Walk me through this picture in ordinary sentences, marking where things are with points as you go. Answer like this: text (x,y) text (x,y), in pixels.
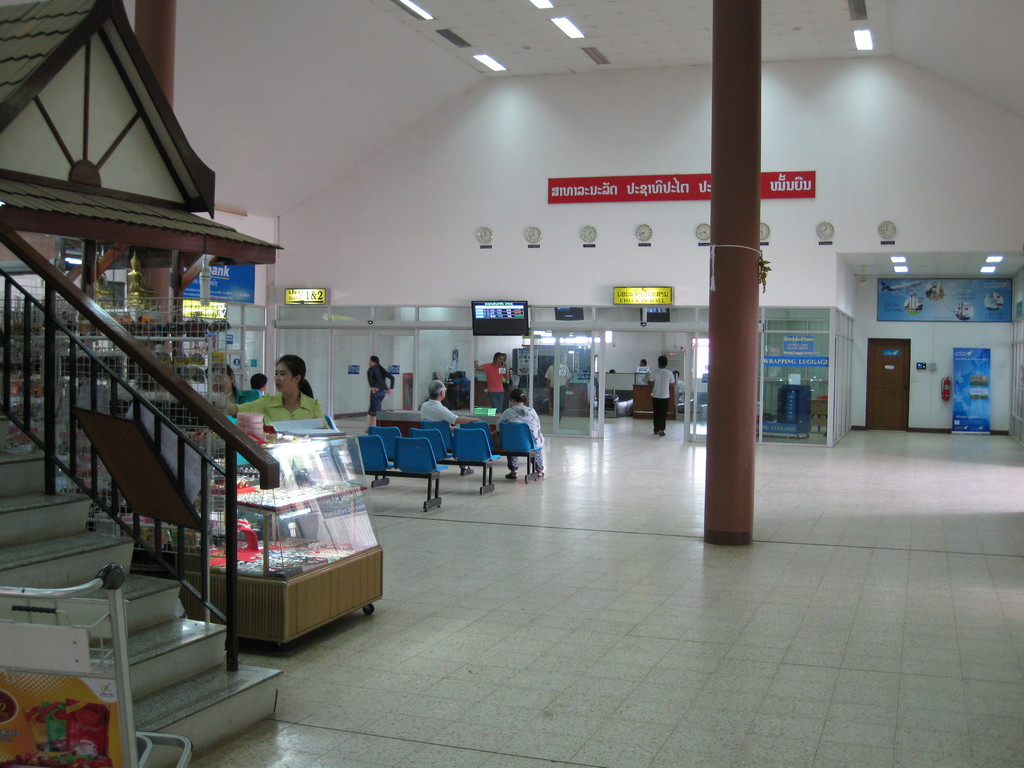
In this picture there are some people (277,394) those who are sitting on the chairs (527,479) and some people (370,371) they are walking around the area (467,487) and there is a shop (176,230) at the left side of the image (322,595) beside the stairs (191,626) and there are some clocks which are fixed over the wall (802,264) and there is a door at the right side of the image (888,387).
